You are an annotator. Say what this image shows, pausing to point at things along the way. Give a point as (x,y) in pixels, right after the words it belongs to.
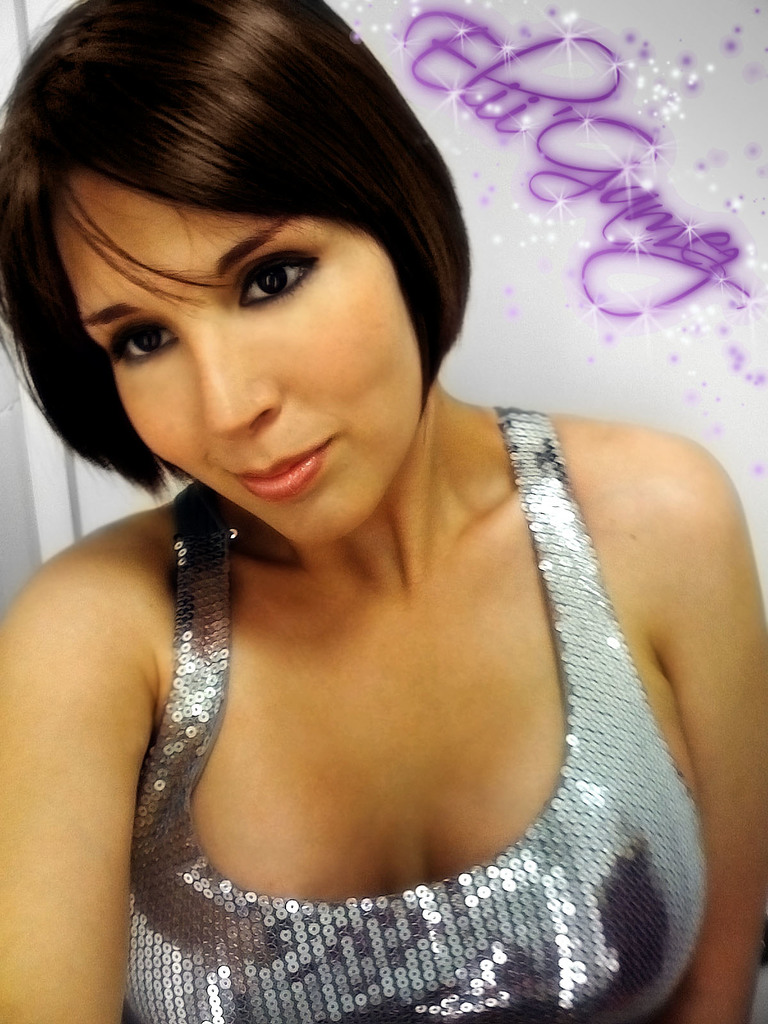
In the given image i can see a lady (358,503) and behind her i can see some text (645,221).
